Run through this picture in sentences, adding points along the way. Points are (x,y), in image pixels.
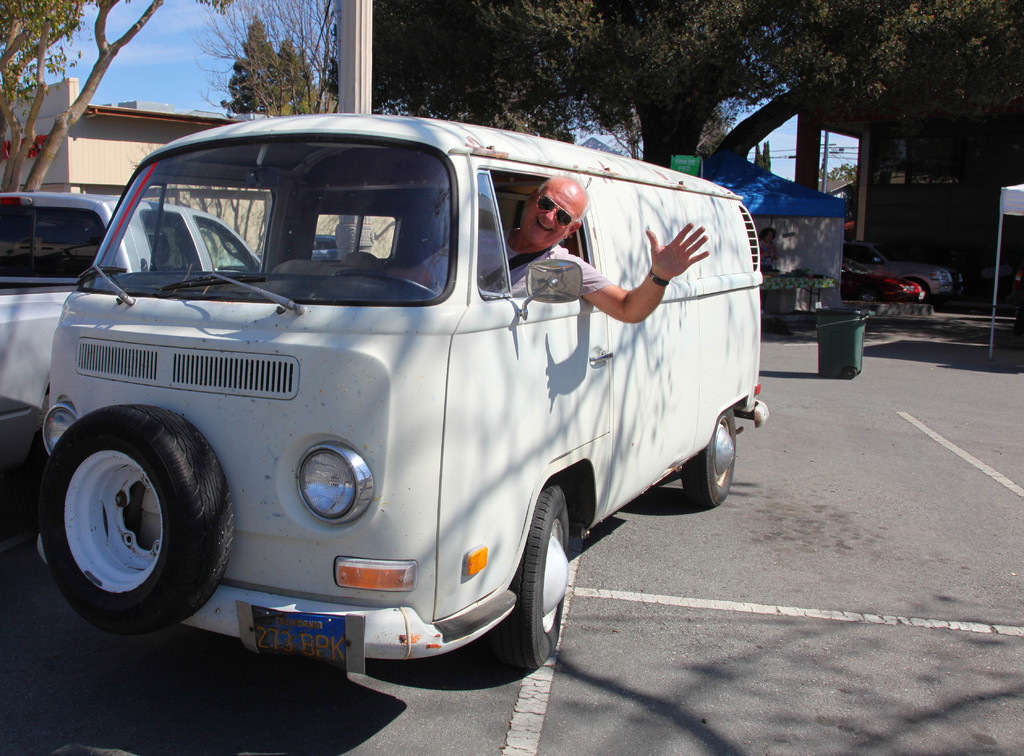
In the middle (642,370), a person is driving a van (627,375) which is of white in color. On the top (5,53) trees (7,66) are visible and sky (295,37) visible blue in color. In the left (148,114) house (131,124) is visible. This image is taken during day time on the road (816,619).
